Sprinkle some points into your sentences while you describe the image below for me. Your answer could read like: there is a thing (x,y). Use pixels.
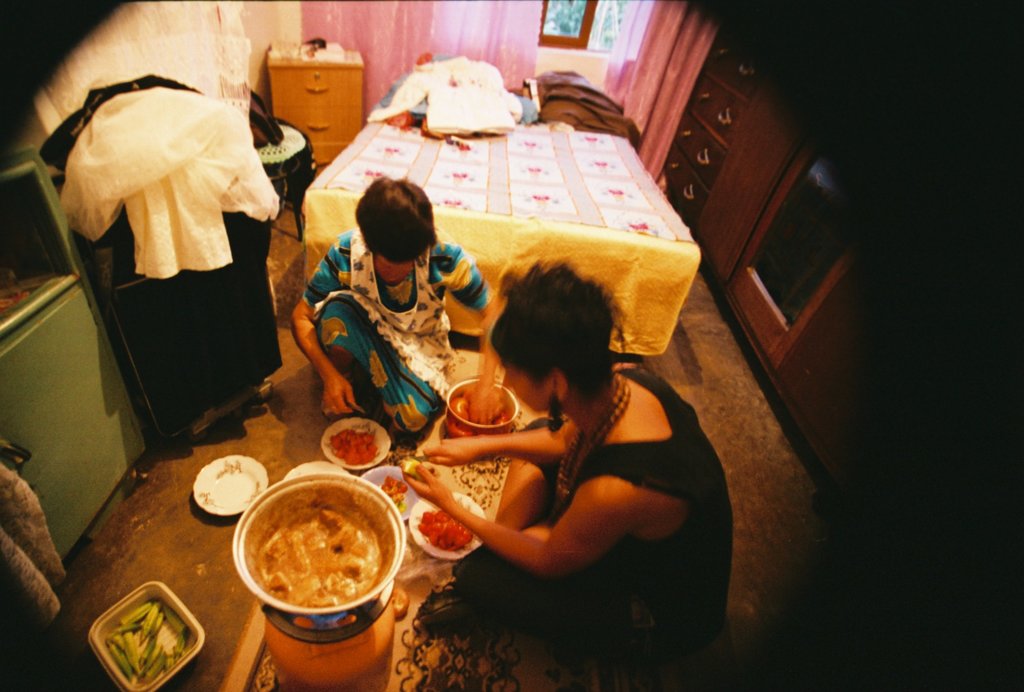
This is an inside view of a room (282,413). Here I can see two women (526,464) are sitting on the floor (769,512) and looking at the vegetables (363,451). In front of these people (515,544) there are some bowls (474,425) and plates (375,472). on the plates (364,455) I can see some vegetable slices (391,478). One woman (431,482) is holding a knife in the hand (432,454) and cutting some object (414,465). Beside there is a bowl (265,525) on the gas (304,640). On the left side (115,313) there is a table (118,291) on which I can see a white color cloth (217,175). On the right side (794,233) there is a cupboard (778,331). In the background (554,173), I can see a bed (476,170) on which I can see some clothes (558,107). In the background (282,89) there is a wall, table (282,89) and a window (585,20).
